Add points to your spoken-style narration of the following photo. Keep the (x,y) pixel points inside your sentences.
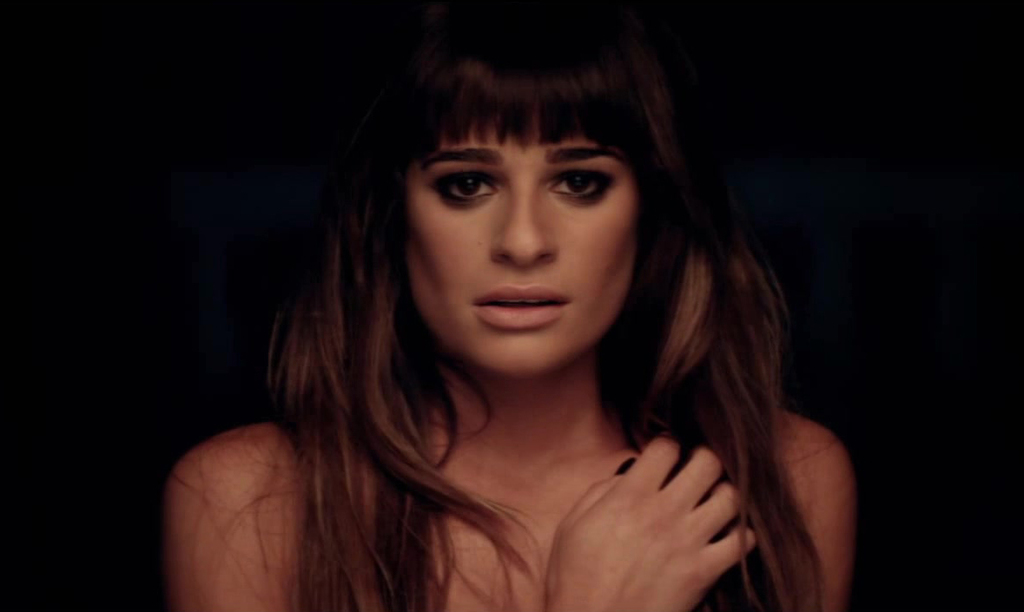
In this image we can see a woman (734,490). Background (46,191) it is dark.
